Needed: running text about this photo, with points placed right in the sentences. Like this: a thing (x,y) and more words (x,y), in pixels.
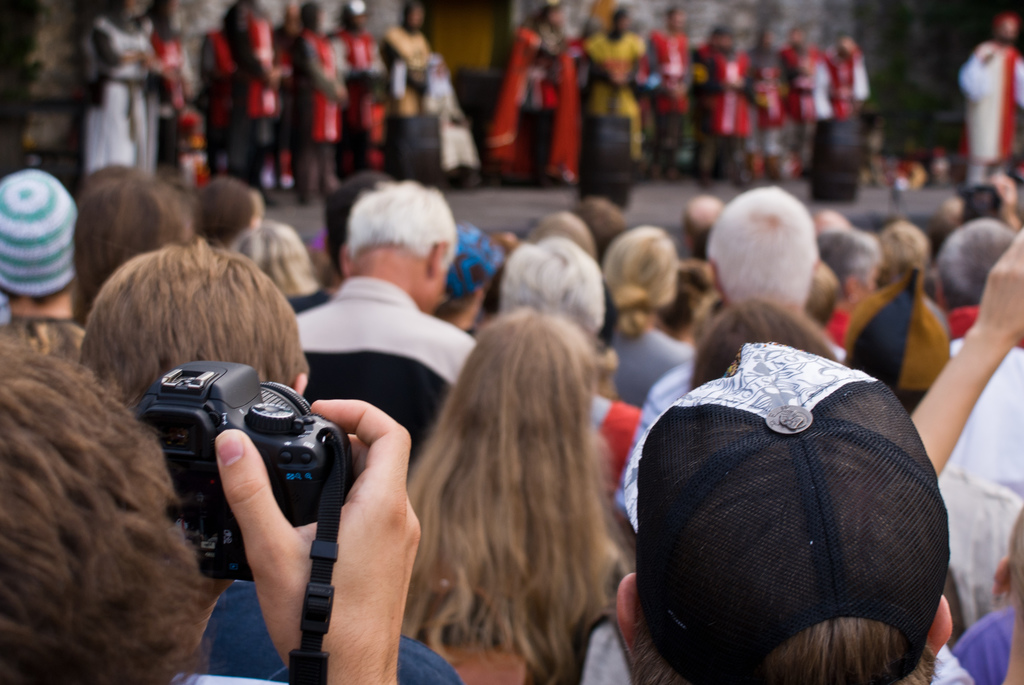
In this picture I can see group of people (485,244) are standing. This person (280,531) is holding a camera (205,483) in the hand (270,581).
